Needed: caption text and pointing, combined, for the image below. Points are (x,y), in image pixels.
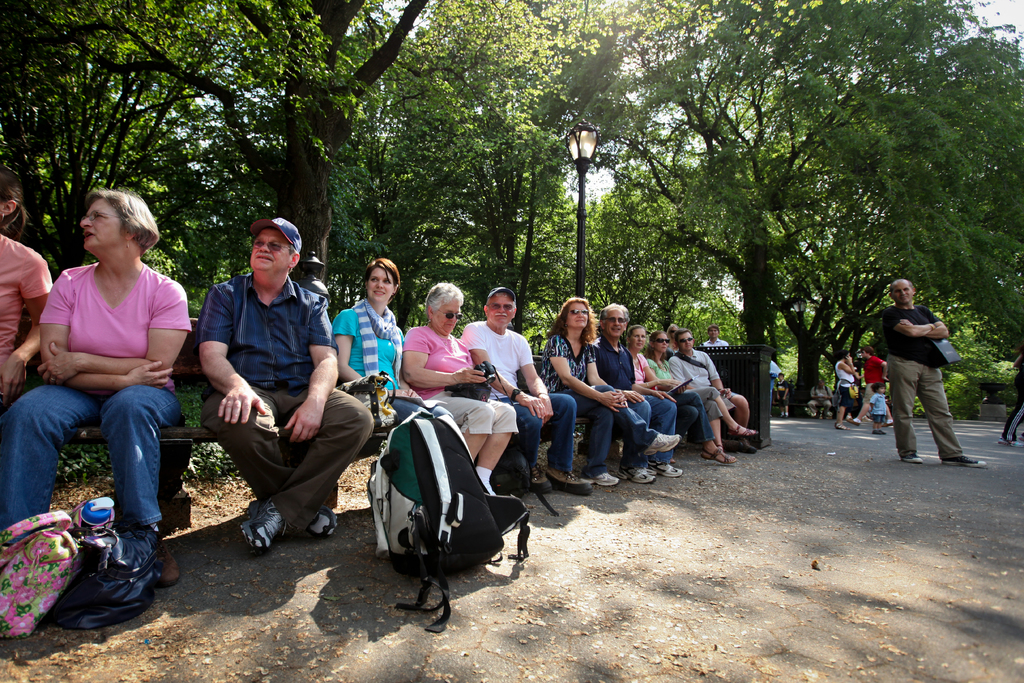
In this image I can see the group of people (545,404) with different color dresses (360,350). I can see few people (504,377) are sitting and few are standing. I can see few people (509,365) are wearing the goggles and caps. There are some bags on the road (802,496). In the background (542,212) I can see the light pole (571,138), many trees (545,106) and the sky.
